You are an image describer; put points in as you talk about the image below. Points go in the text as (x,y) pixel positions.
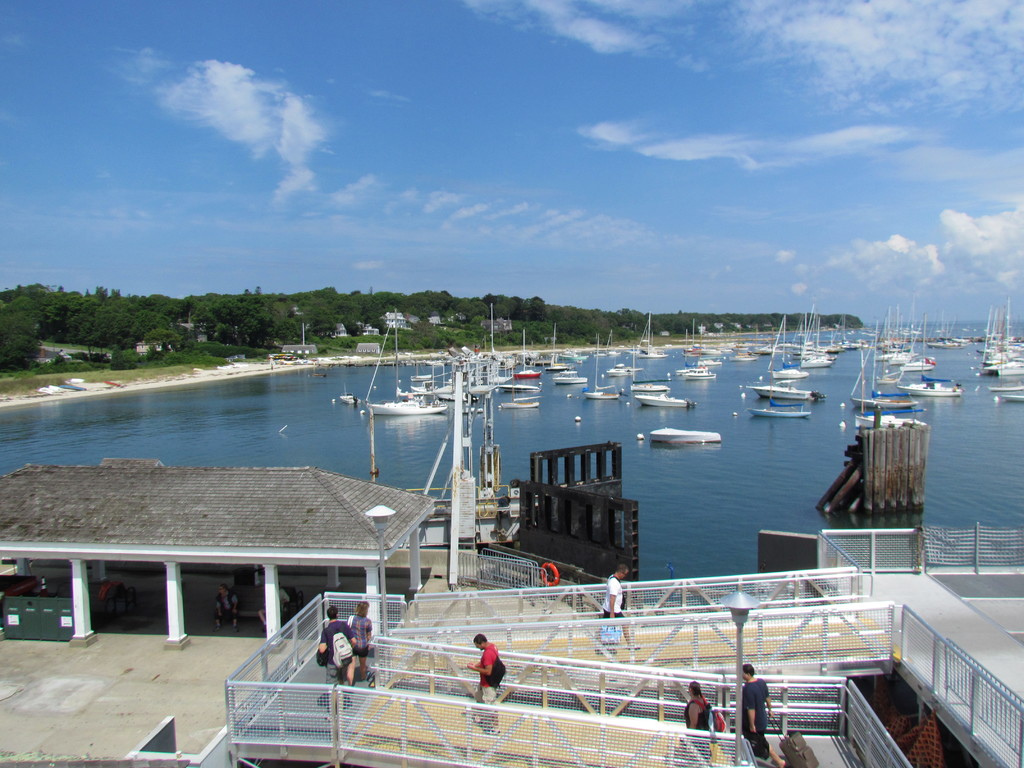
In this image there are ships (944,385) on the river (410,477), there is like a shed (267,557), beneath that there are a few people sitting and there is like a bridge (494,718) with railing (506,746), on that there a few people (496,694) walking. In the background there are trees (266,298), buildings (402,329) and the sky (468,171).
